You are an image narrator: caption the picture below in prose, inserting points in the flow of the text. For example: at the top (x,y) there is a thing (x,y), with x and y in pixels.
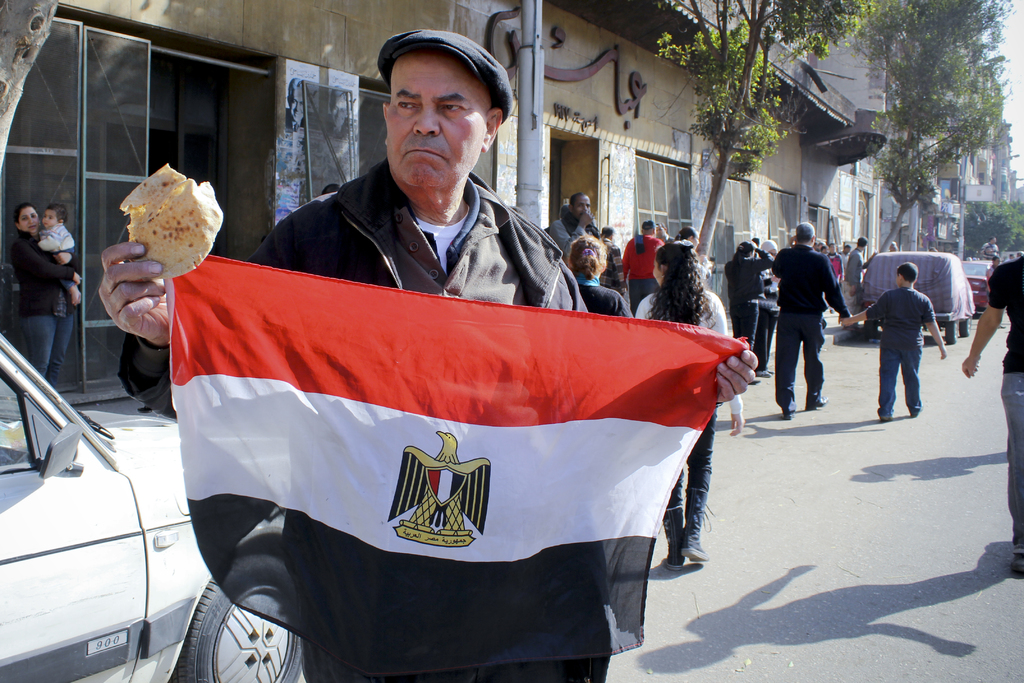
In this image we can see a man (377,243) holding the food item (182,247) and also the flag (464,400). In the background (789,324) we can see the people (1006,403) on the road (899,515). We can also see the vehicles (961,317), buildings (781,163), trees (884,125) and also the poles (536,207). Sky (1018,34) is also visible.
